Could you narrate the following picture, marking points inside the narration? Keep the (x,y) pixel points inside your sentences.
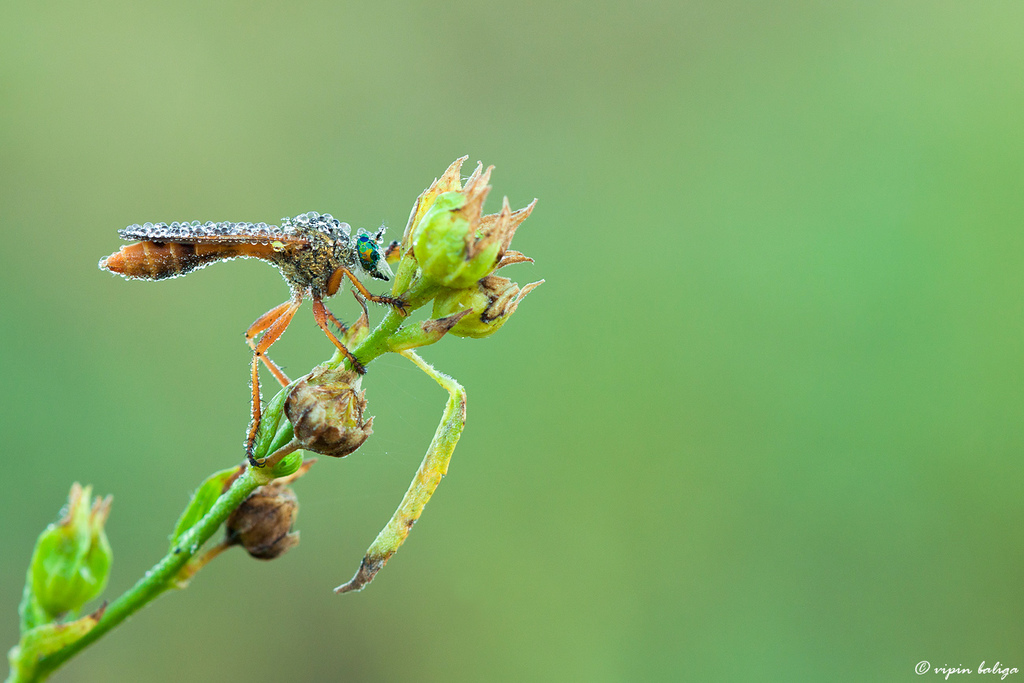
In this image we can see an insect (339,286) on a stem (246,494) of a plant (258,484), we can also see some buds (79,583). In the bottom right corner of the image (968,667) we can see some text (983,667).
